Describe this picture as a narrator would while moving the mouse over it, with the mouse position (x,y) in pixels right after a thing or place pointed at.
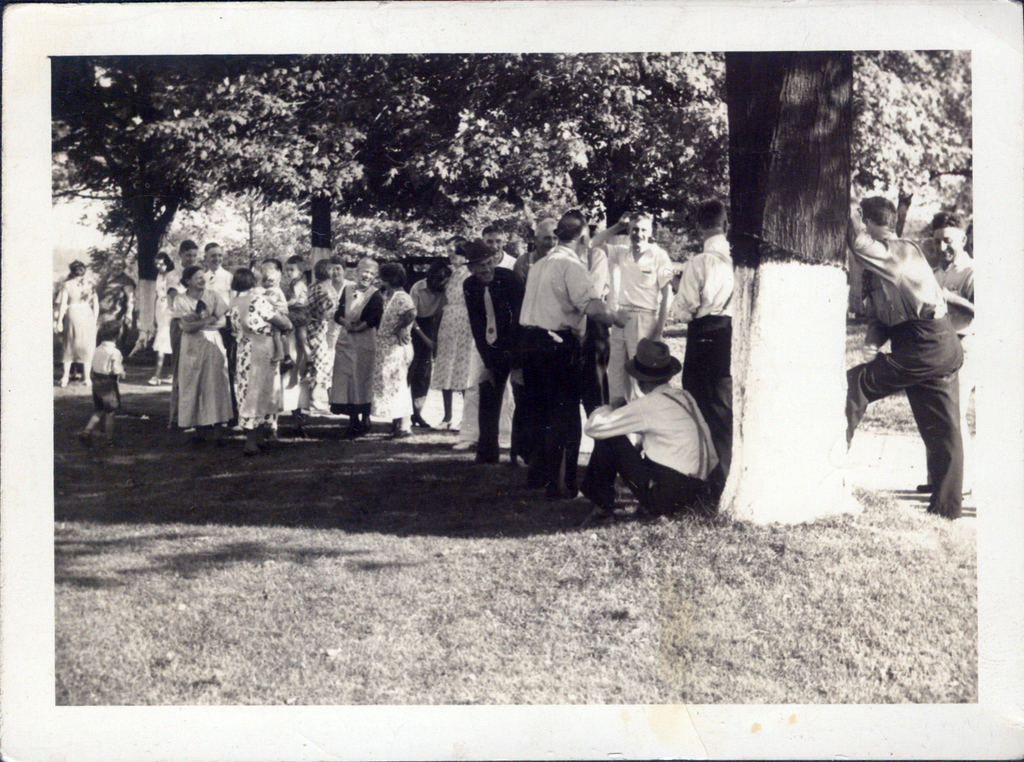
At the bottom of the image (268,545) there is grass (263,564). In the middle of the image (629,269) few people (429,269) are standing and sitting. Behind them there are some trees (968,119).
